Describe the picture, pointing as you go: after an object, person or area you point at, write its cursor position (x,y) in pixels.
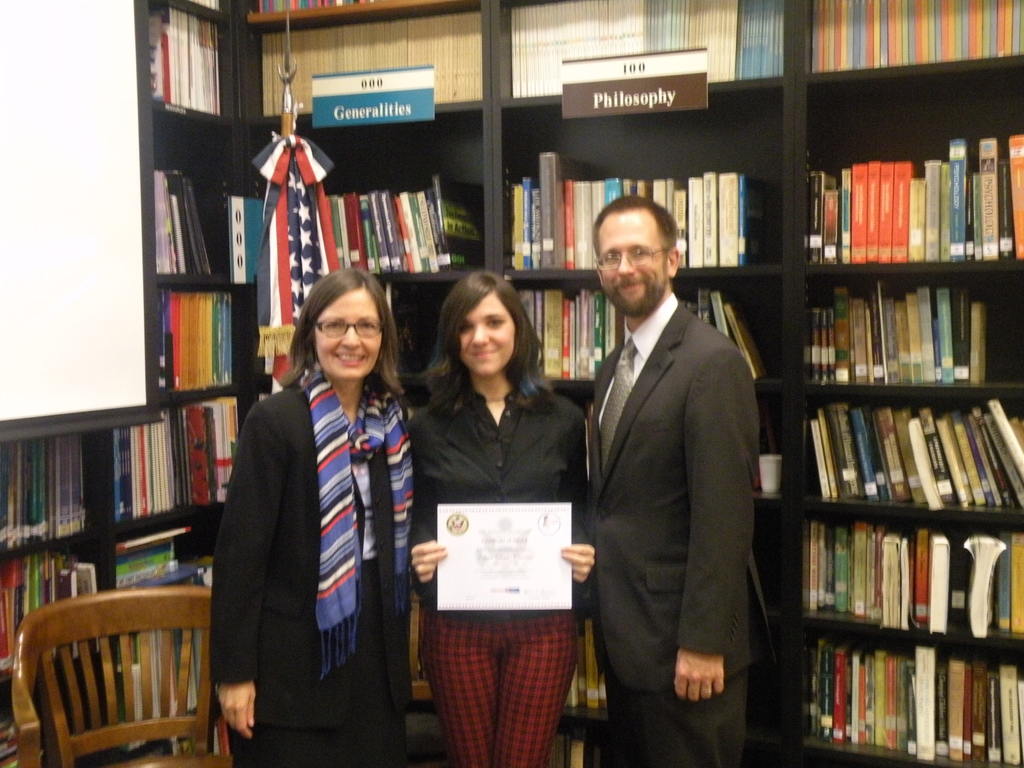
In this image I can see two women (551,453) and a man (623,477) are standing, I can also see smile on their faces (470,327). I can see she is holding a certificate (473,586). In the background (416,219) I can see a number of books (180,227) and a chair (86,650).
